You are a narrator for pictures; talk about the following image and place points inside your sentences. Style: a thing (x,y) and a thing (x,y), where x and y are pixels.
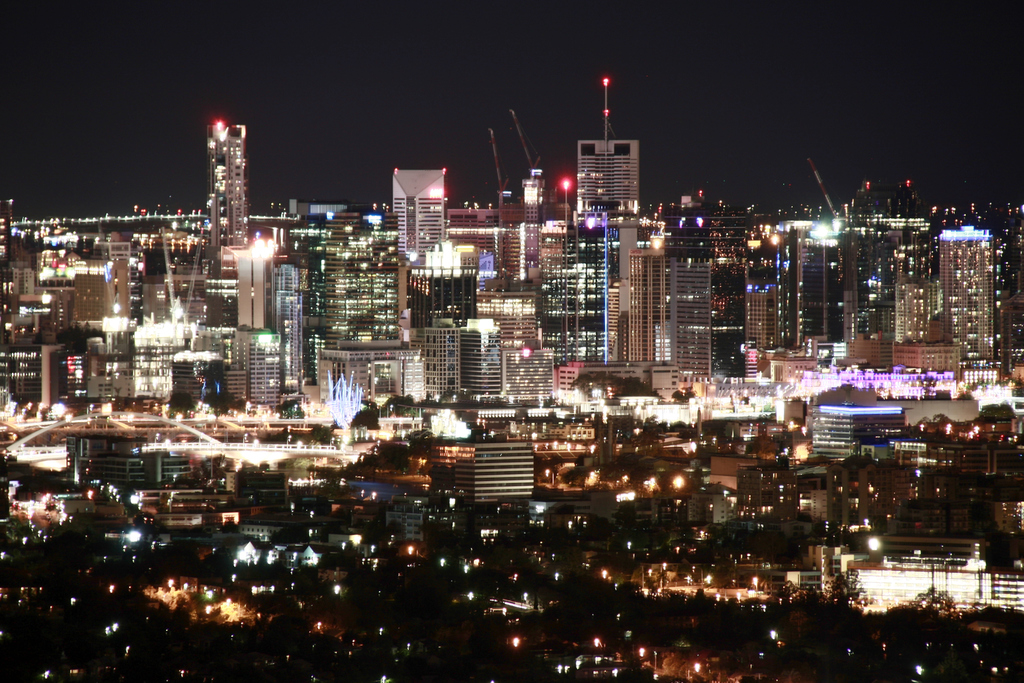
This is aerial view image of a city (13,398) clicked at night time, there are lights (763,290) all over the buildings (545,319).
